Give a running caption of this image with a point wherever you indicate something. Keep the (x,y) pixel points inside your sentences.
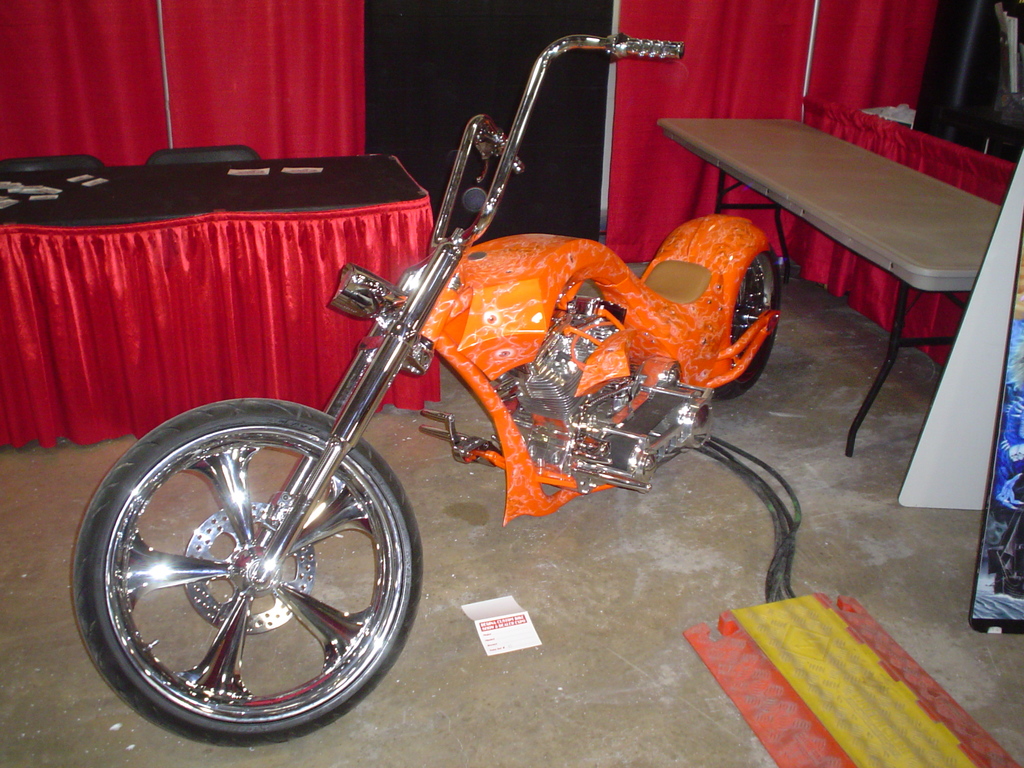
There is a bike (624,314) which is in orange color and there are some other objects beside it.
